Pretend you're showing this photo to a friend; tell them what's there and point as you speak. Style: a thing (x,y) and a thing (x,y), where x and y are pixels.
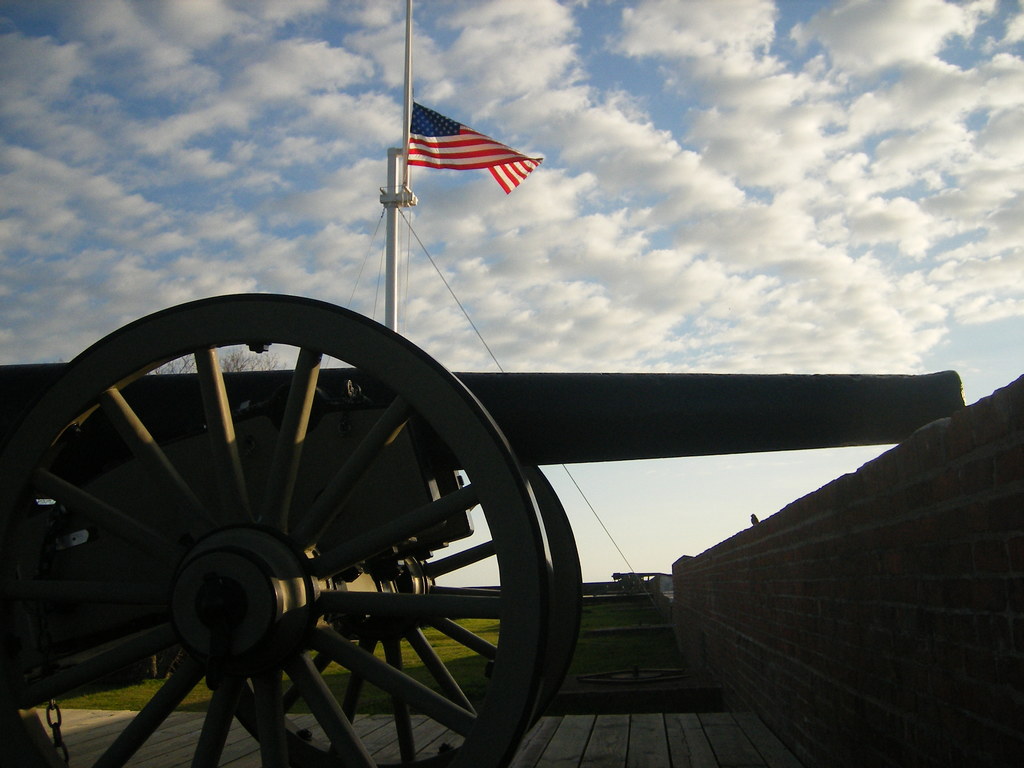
In the foreground of this image (288,456), there is a cannon (359,556). On the right (891,626), there is a wall (891,626). In the background (527,245), there is a flag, grassland (623,619) and the sky (691,144).
